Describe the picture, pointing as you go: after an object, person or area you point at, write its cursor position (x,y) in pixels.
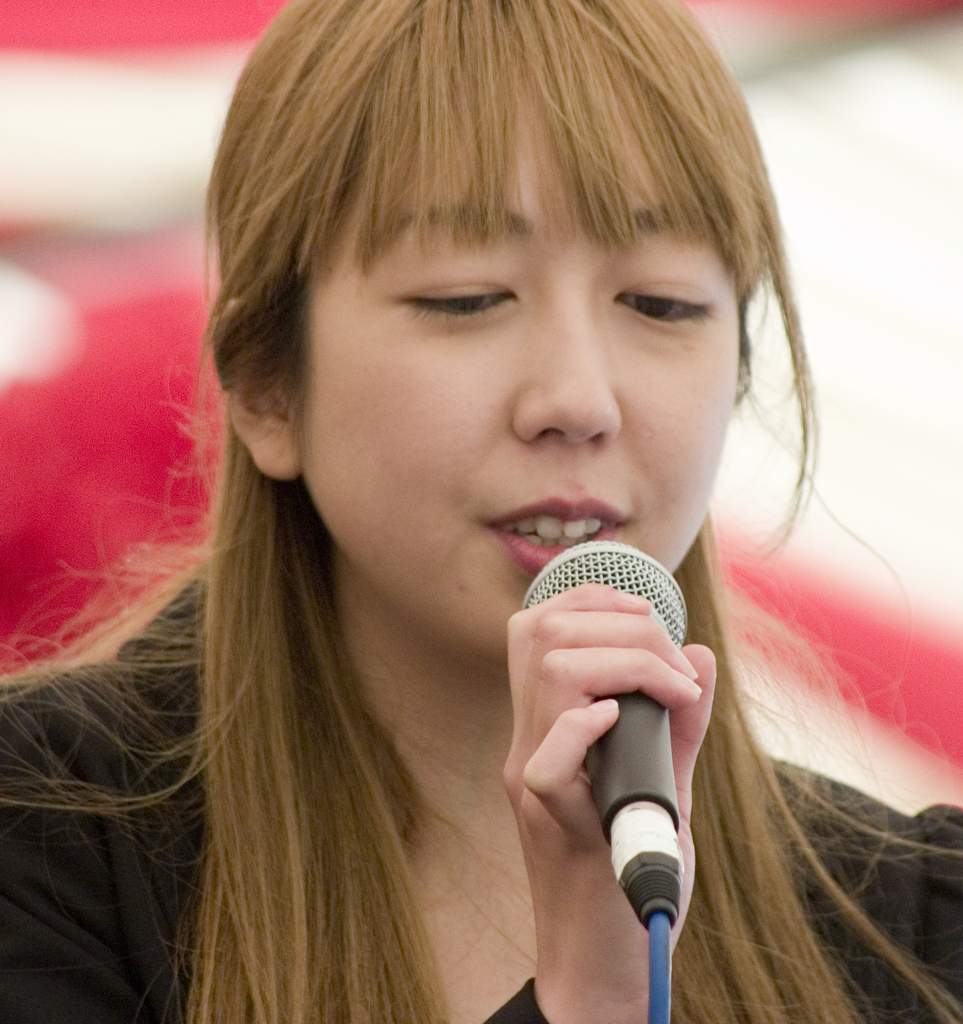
As we can see in the image there is a woman (421,729) holding mic (646,699).
